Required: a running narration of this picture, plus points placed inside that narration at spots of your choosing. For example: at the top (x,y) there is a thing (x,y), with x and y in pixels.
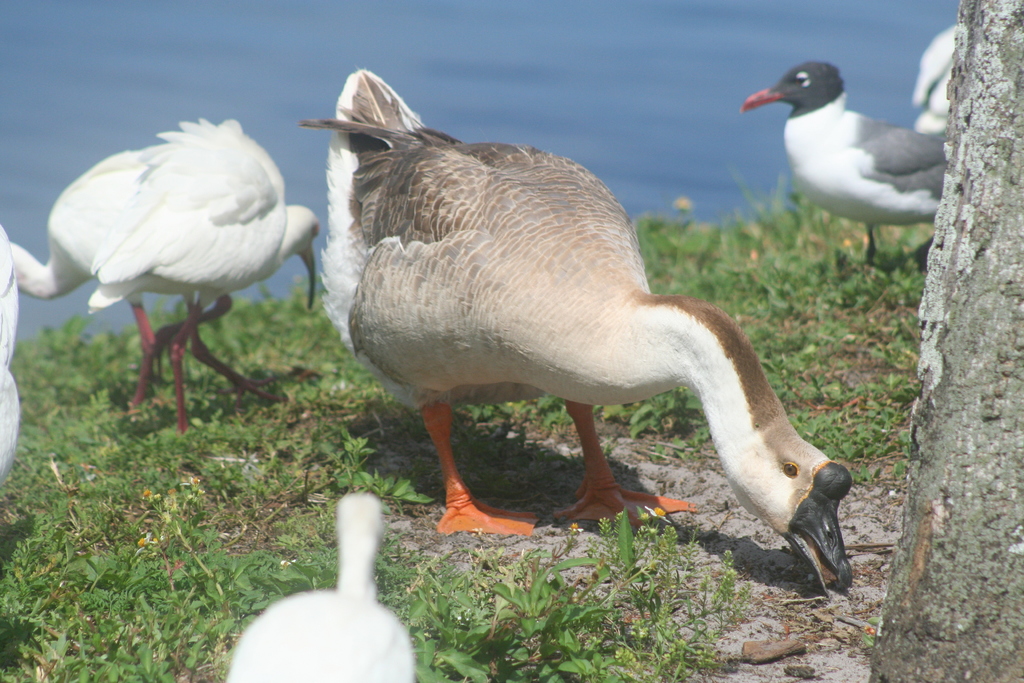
This picture is taken from outside of the city. In this image, we can see few birds (416,348) which are eating grass (322,517). On the right side (1000,284), we can see a wooden trunk (1011,55). In the background (695,81), we can see water (714,82) in a lake (714,82). At the bottom (529,481), we can see a grass (314,553).
